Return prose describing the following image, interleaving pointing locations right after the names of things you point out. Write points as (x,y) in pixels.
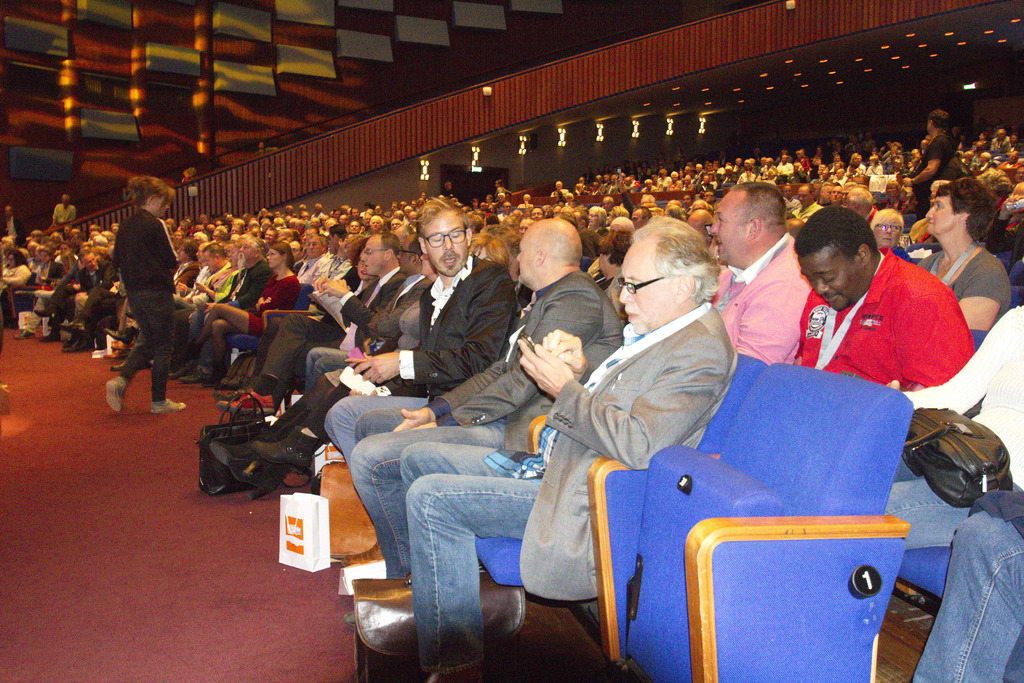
This image looks like a movie theater (76,124). In which there are many persons (340,271) in the chairs (873,546). The chairs (674,642) are in blue color. At the bottom, we can see a floor mat (134,560) in red color. In the background (552,135), we can see a balcony (584,57) along with a wall (371,53).
